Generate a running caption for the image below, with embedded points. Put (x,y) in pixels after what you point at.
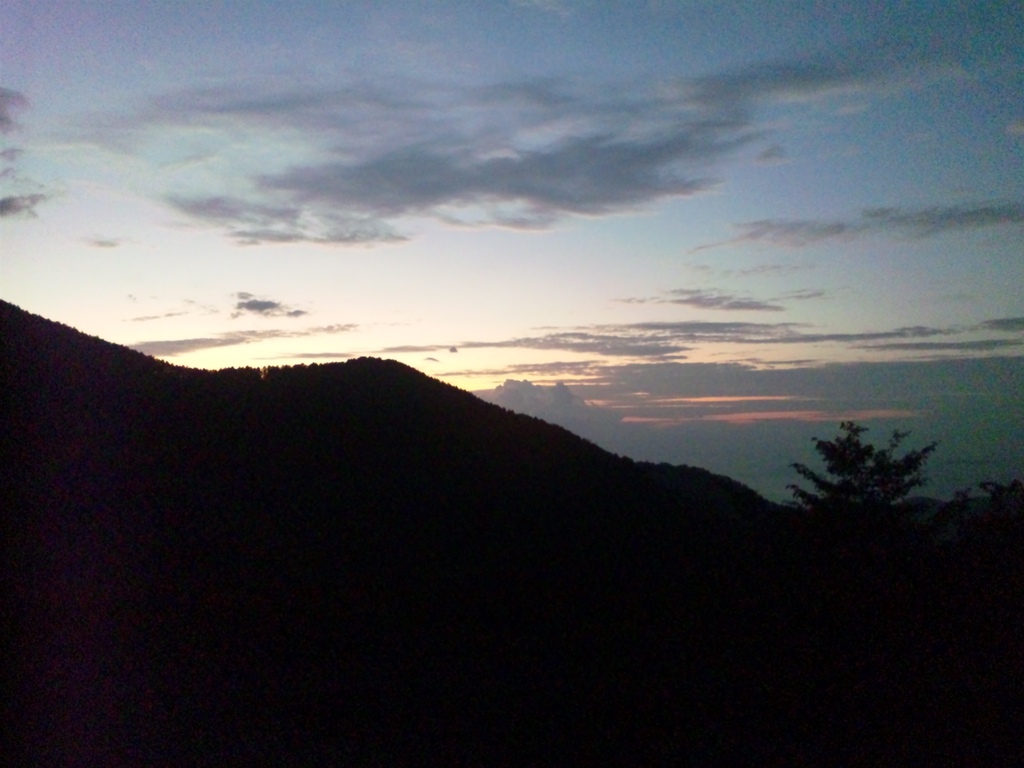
In the image there are mountains (543,428) and on the right side (848,480) there is a tree (841,491), in the background (421,204) there is a sky (421,204).
